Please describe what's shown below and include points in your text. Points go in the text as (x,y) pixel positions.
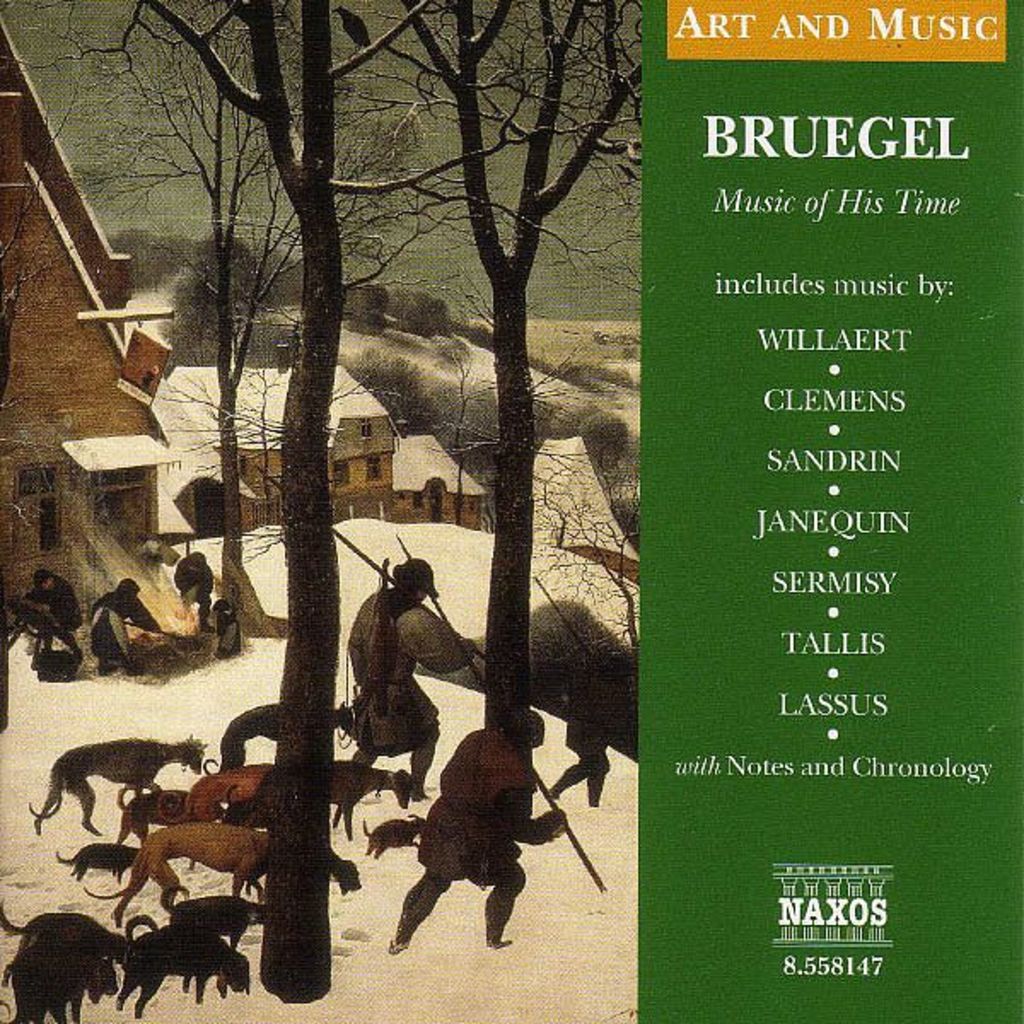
In this image I can see a poster (612,486) on which we can see there is a painting (414,284) of buildings (114,392), trees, animals (370,770) and person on the snow (603,962), beside that there is some text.
